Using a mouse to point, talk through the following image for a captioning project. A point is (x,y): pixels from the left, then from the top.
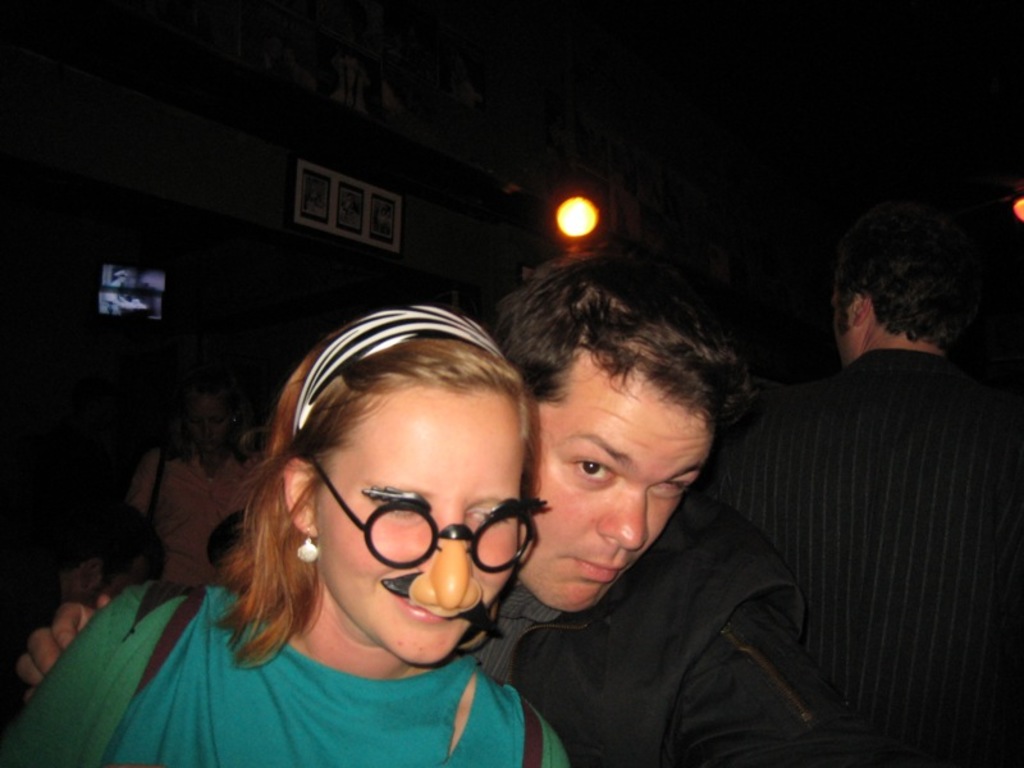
There is a woman (245,723) in green color t-shirt (242,722), standing near a person (685,551) who is in black color t-shirt (642,716). In the background (840,435), there is a person (913,401) in black color dress (920,385), there is a light (569,228), a screen (164,291) and photo frames (379,207) on the wall (432,221). And the background (434,266) is dark in color.
